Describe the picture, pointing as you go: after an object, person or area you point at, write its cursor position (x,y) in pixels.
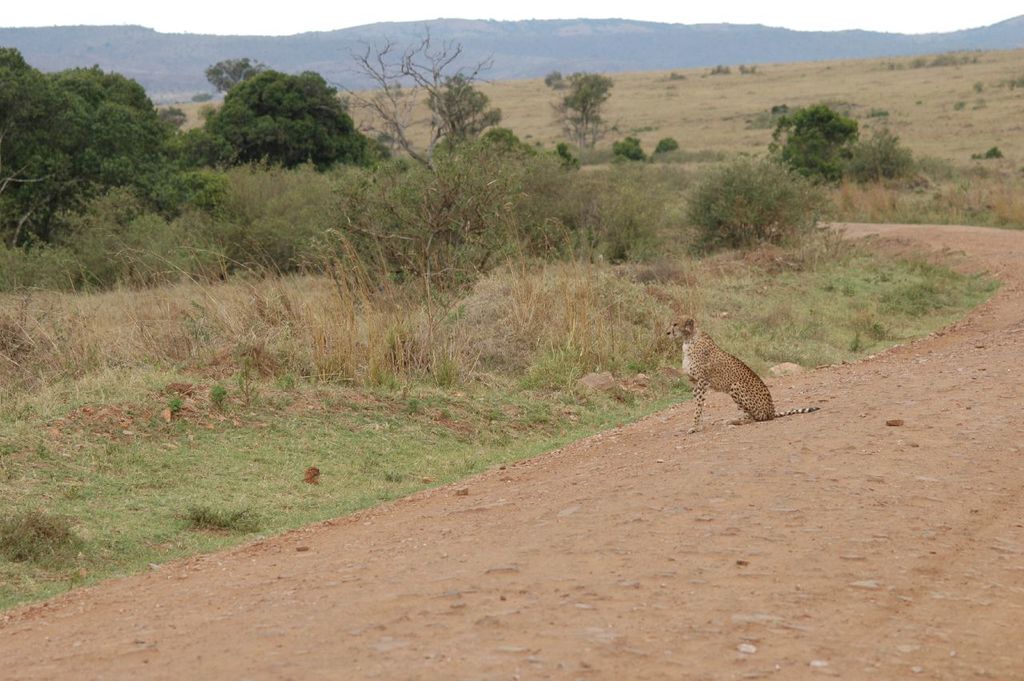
In the picture we can see a muddy path (988,324) on it, we can see a cheetah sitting and besides, we can see a grass surface (877,205), plants (828,164), trees (434,131) and hills (466,32) and sky (365,20).
